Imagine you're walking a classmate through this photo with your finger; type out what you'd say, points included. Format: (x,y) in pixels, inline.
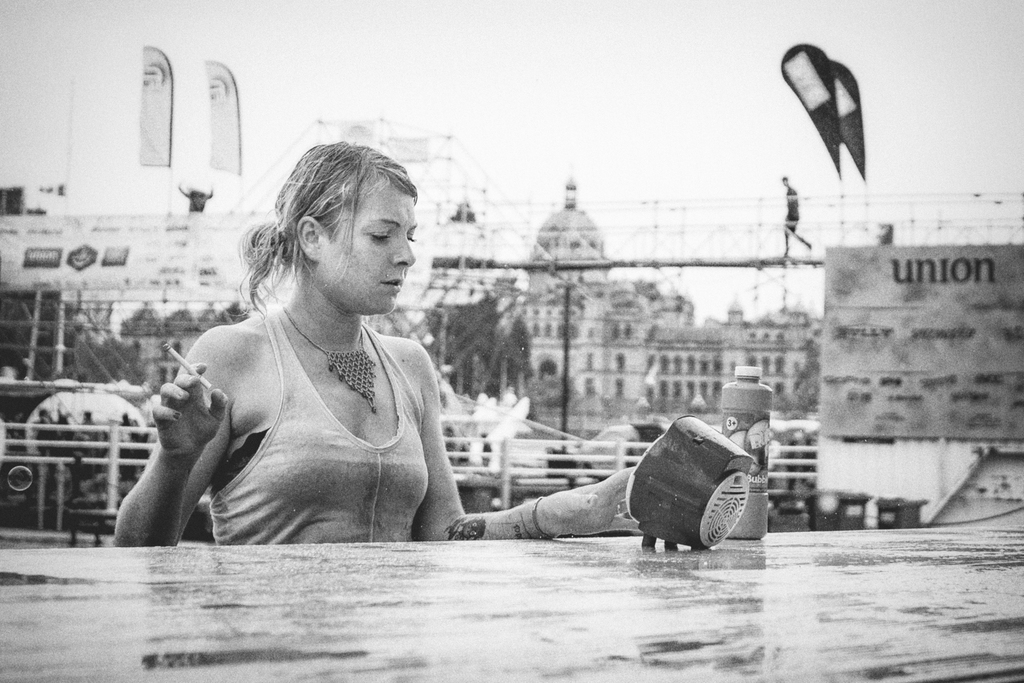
In this picture we can see some buildings (541,344) and there is a fence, we can see one lady (334,515) in front of the table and she is holding cigarette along with the box (685,501) placed on the table (34,638).
